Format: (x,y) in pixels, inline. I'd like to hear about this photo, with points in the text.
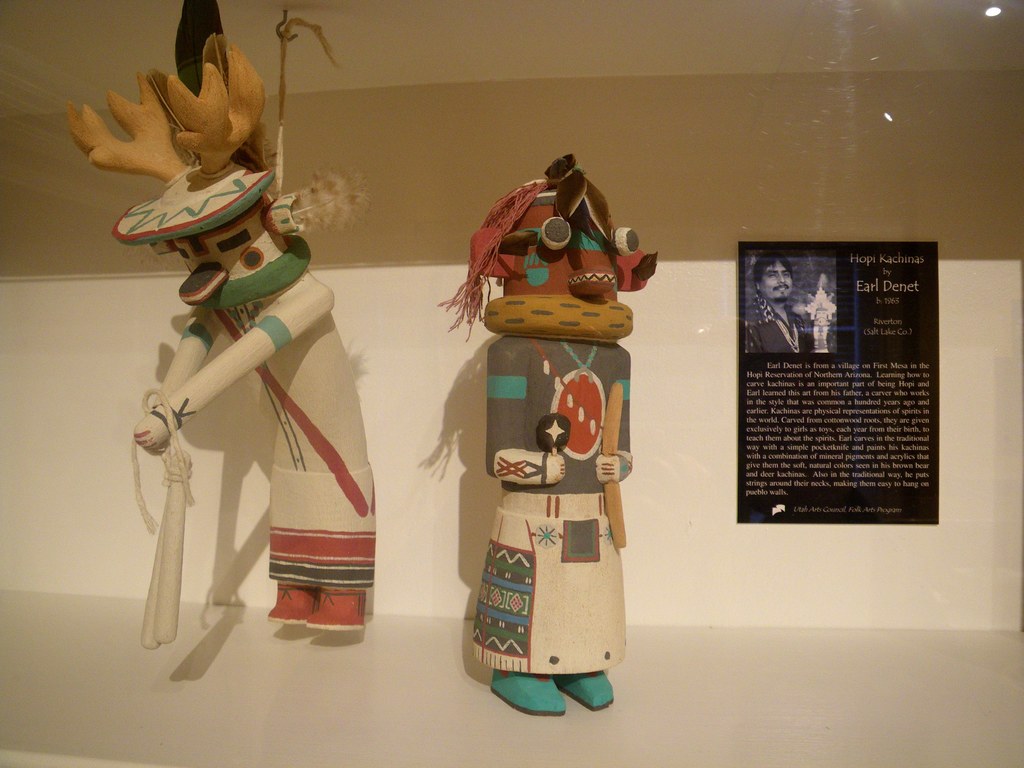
In this image we can see dolls (281,211) placed on the floor (444,654) and a wall hanging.
